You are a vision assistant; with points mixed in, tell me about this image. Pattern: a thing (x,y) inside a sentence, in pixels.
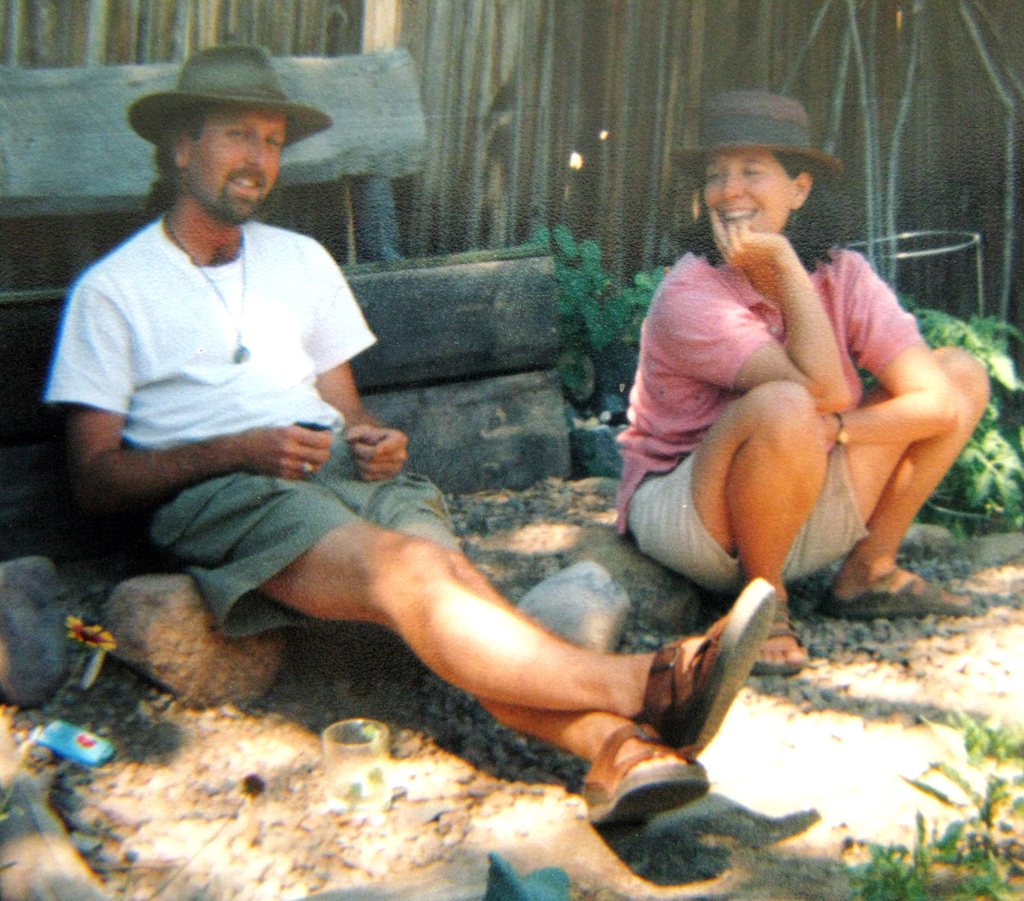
In this image I can see two people (721,380) sitting and wearing different color dresses (705,383) and caps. I can few stones (173,629), few objects (382,733), green plants (991,434) and multi color background (638,75).
